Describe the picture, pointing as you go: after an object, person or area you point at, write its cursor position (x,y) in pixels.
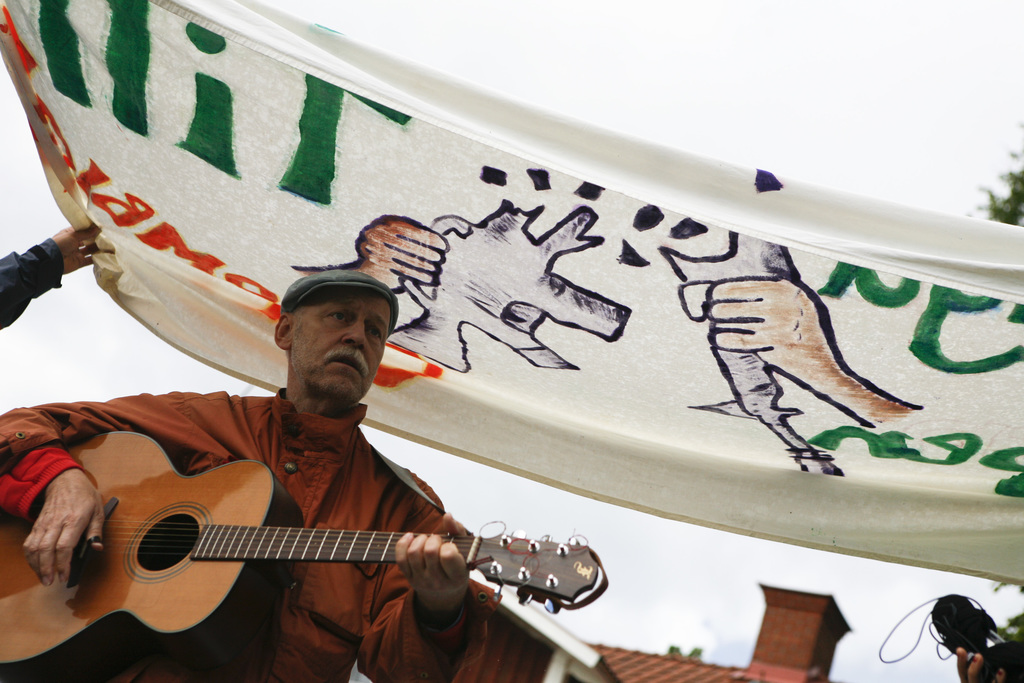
In this image there is a person (360,489) wearing red color jacket (345,508) playing guitar (160,507) and at the background of the image (600,288) there is a banner (534,267).
